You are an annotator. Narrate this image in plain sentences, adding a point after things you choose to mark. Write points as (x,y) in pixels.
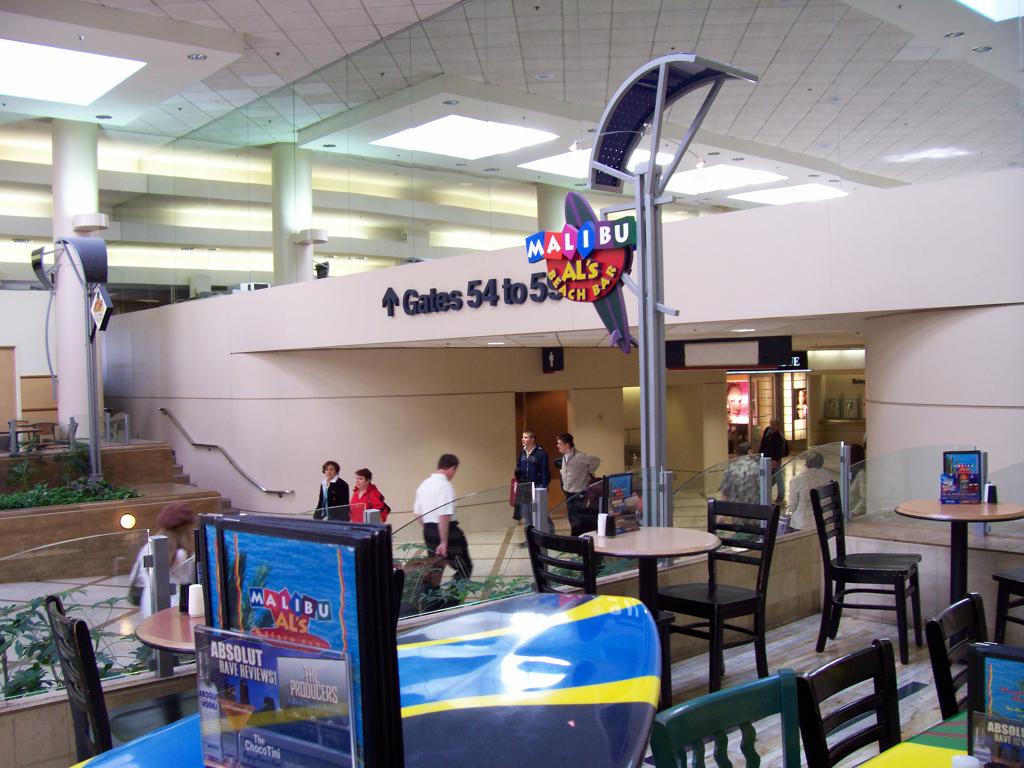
Here we can see number of tables (672,539) and chairs (100,700) present and there are number of people (595,515) walking here and there and in the middle (629,349) we can see hoarding (578,204) as Malibu Al's beach bar and this is probably a beach bar (987,610).
